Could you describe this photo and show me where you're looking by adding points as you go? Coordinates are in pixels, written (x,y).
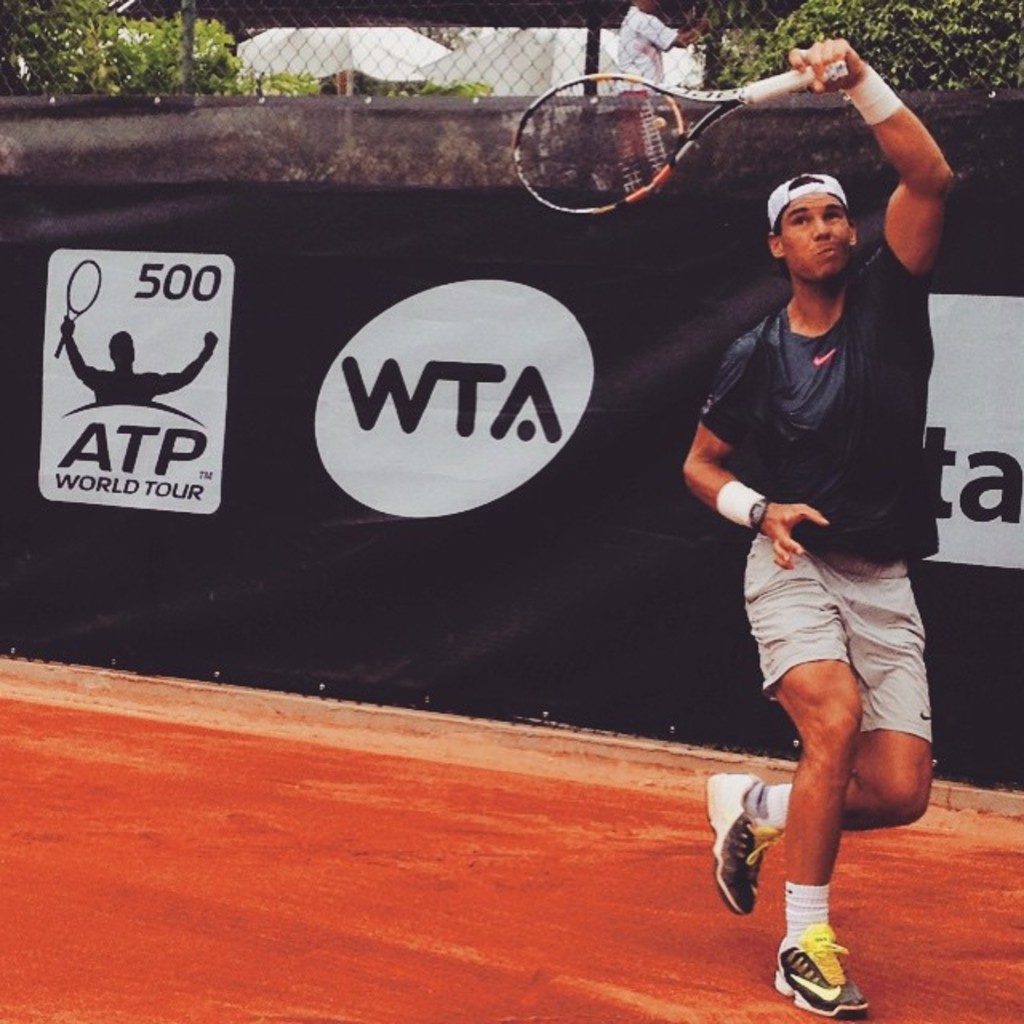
Bottom right side of the image (874,782) there is a man (734,369) holding a tennis racket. Behind him there is a banner (296,407) and fencing (474,80) and there are few trees (912,1).
